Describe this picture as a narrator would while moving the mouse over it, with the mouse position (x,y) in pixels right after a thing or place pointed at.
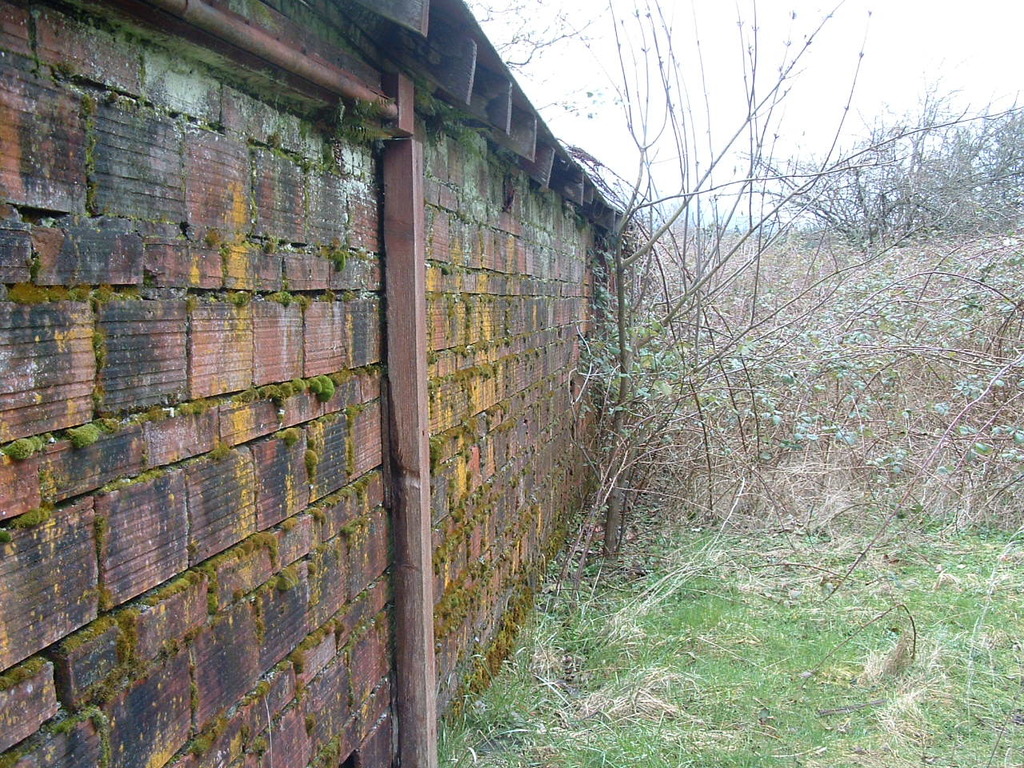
In this picture there is a wall (481,343) on the left side of the image (276,338) and there is a pipe (287,64) on the wall (215,369). On the right side of the image (842,225) there are trees (981,216). At the top (712,71) there is sky (742,69). At the bottom (726,693) there is grass (726,693).
